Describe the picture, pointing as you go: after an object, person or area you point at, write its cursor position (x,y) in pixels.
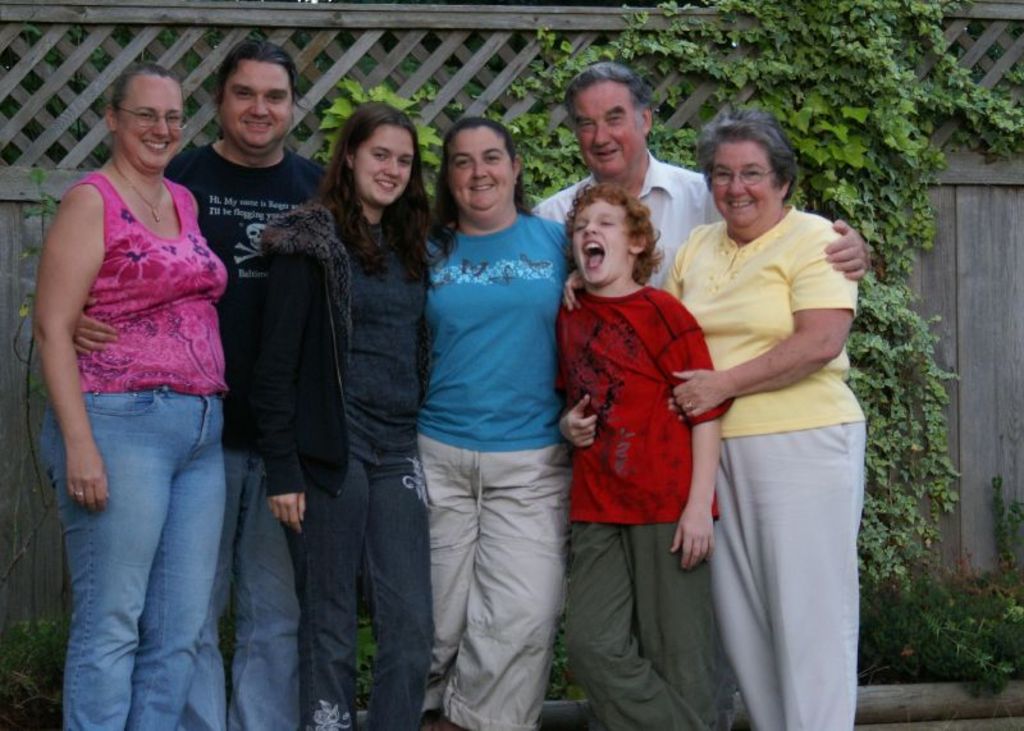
In this image, we can see a group of people (601,367) are standing and smiling. Here we can see few people (724,198) wearing glasses (714,175). Background (1003,247) there is a wooden fencing (967,264), some plants (897,249).
